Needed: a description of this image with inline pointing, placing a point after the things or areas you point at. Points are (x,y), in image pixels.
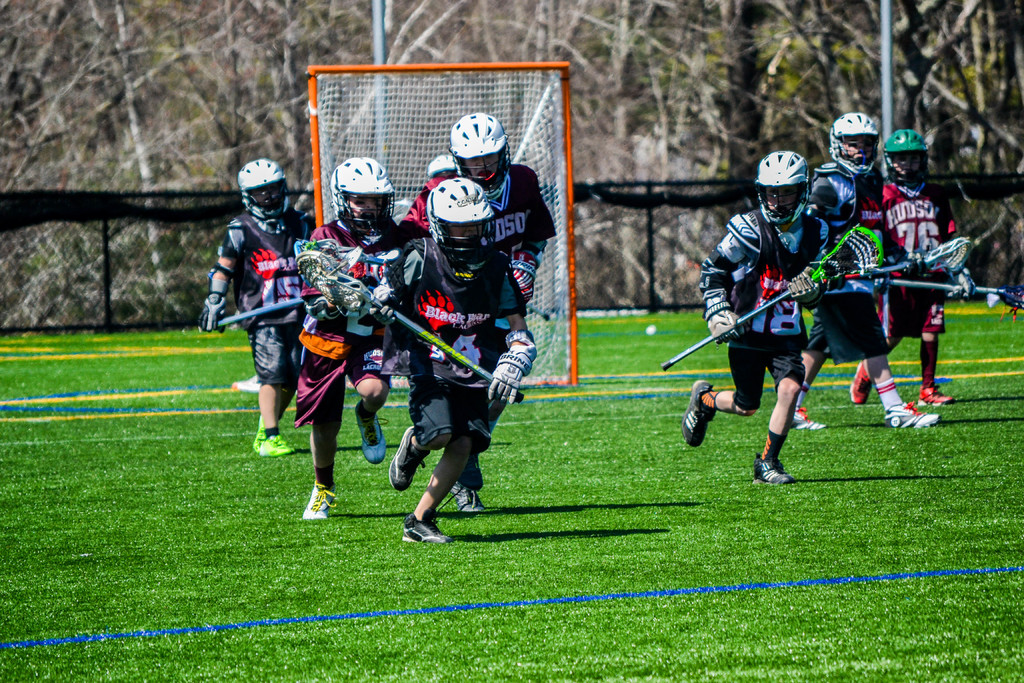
In the image there are few players (513,256) with helmets (447,197) on their heads (484,194). And they are holding lacrosse sticks (361,291) in their hands (312,313) and running on the ground (581,465). Behind them there is a net (352,113). In the background (957,92) there are trees (808,68) and also there is a fencing (109,267) with cloth (132,219).
